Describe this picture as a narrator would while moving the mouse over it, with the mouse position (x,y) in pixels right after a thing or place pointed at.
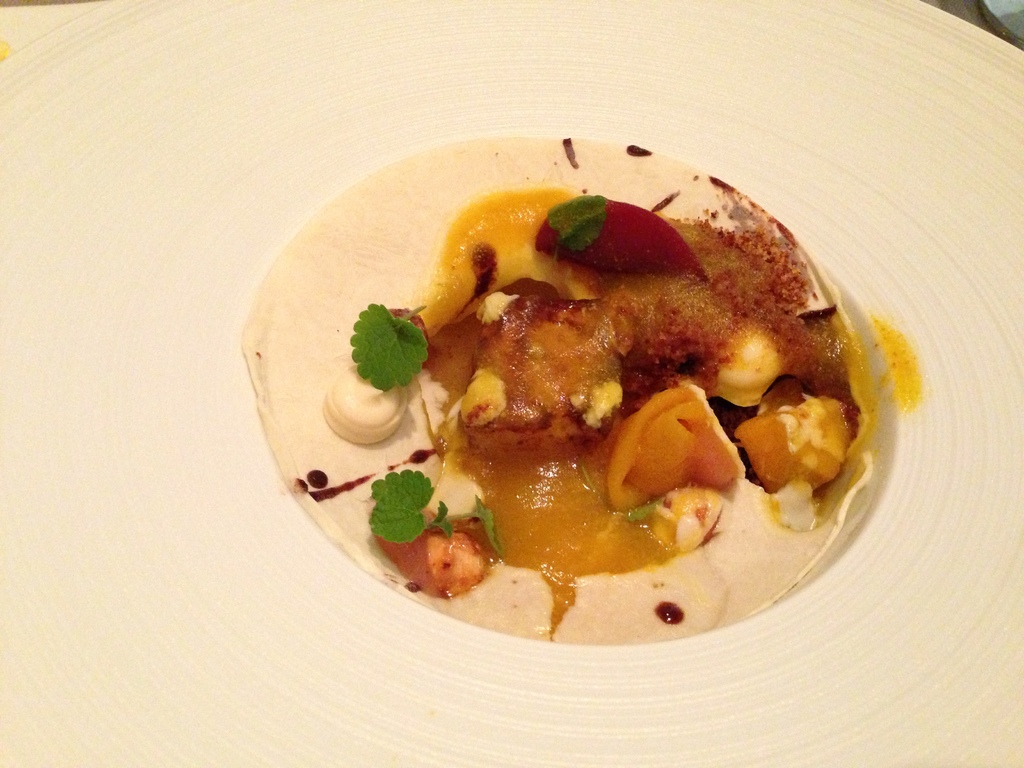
In the picture I can see some food item (450,534) is placed on the white color surface (221,745).
